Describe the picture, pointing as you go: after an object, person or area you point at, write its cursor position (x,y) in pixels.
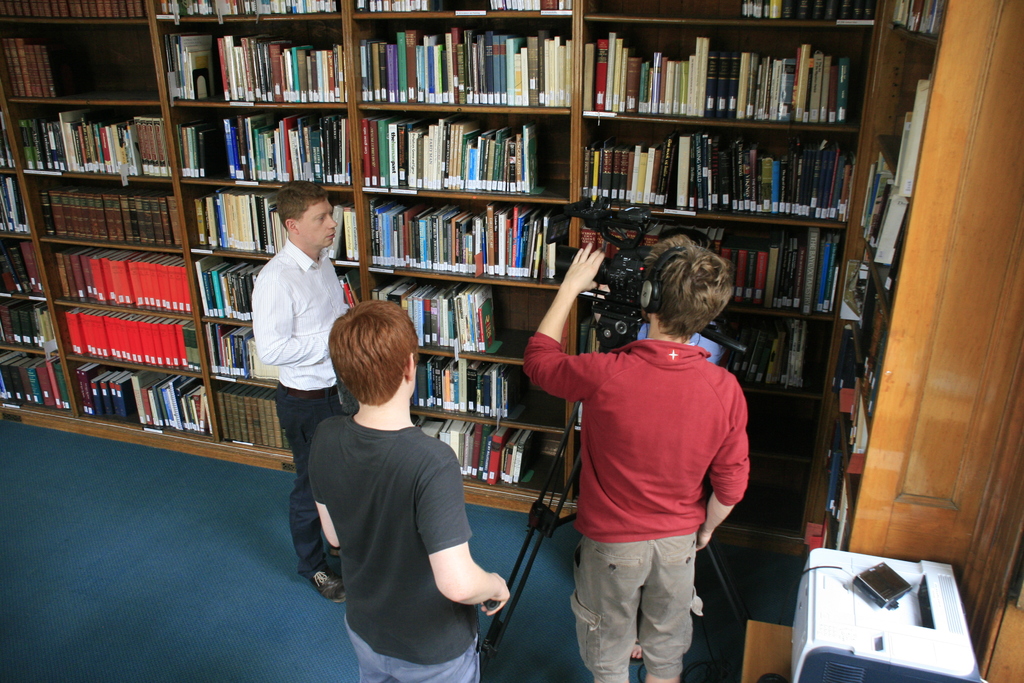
In this image in the center (670,441) there are three persons (299,296) who are standing, and one person (644,421) is holding a camera (611,275) and he is wearing headset (653,298). And in the center (519,428) there are some book racks (857,226), in that book racks (781,125) there are some books (208,288). On the bottom of the right corner (835,599) there is one printer (854,598). At the bottom (42,570) there is a floor (146,569).
